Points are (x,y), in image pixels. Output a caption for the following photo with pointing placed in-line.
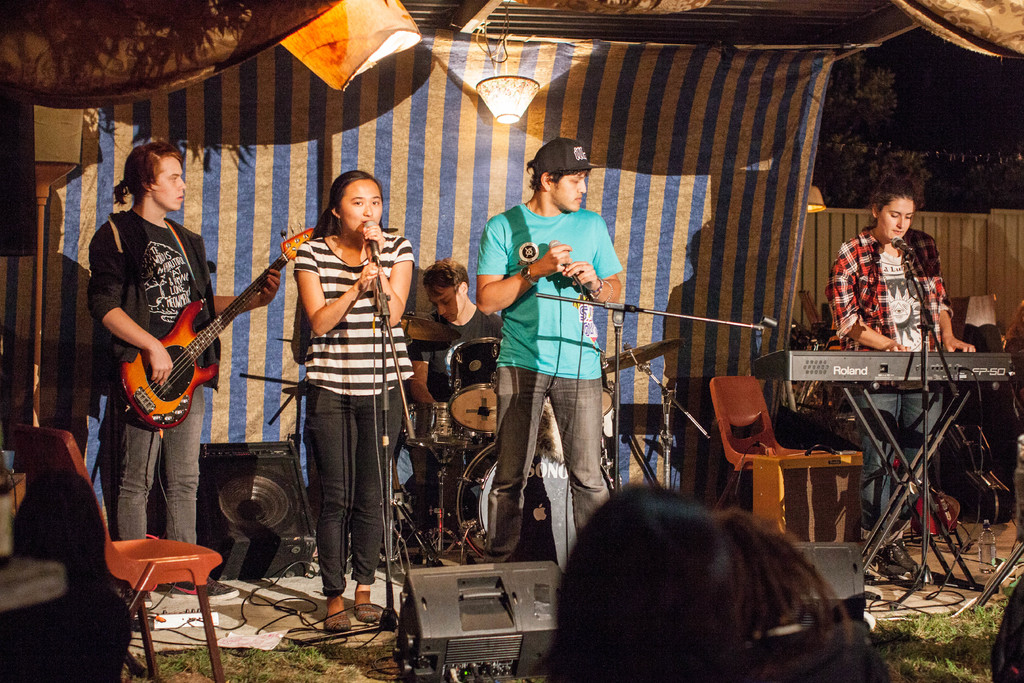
Here we can see a group of people (534,279) standing on the ground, and holding a micro phone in her hands (369,265), and here a woman (873,319) is playing the piano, and at back (441,317) a person (447,290) is sitting and playing musical drums (463,394), and at above here is the light (512,85).
